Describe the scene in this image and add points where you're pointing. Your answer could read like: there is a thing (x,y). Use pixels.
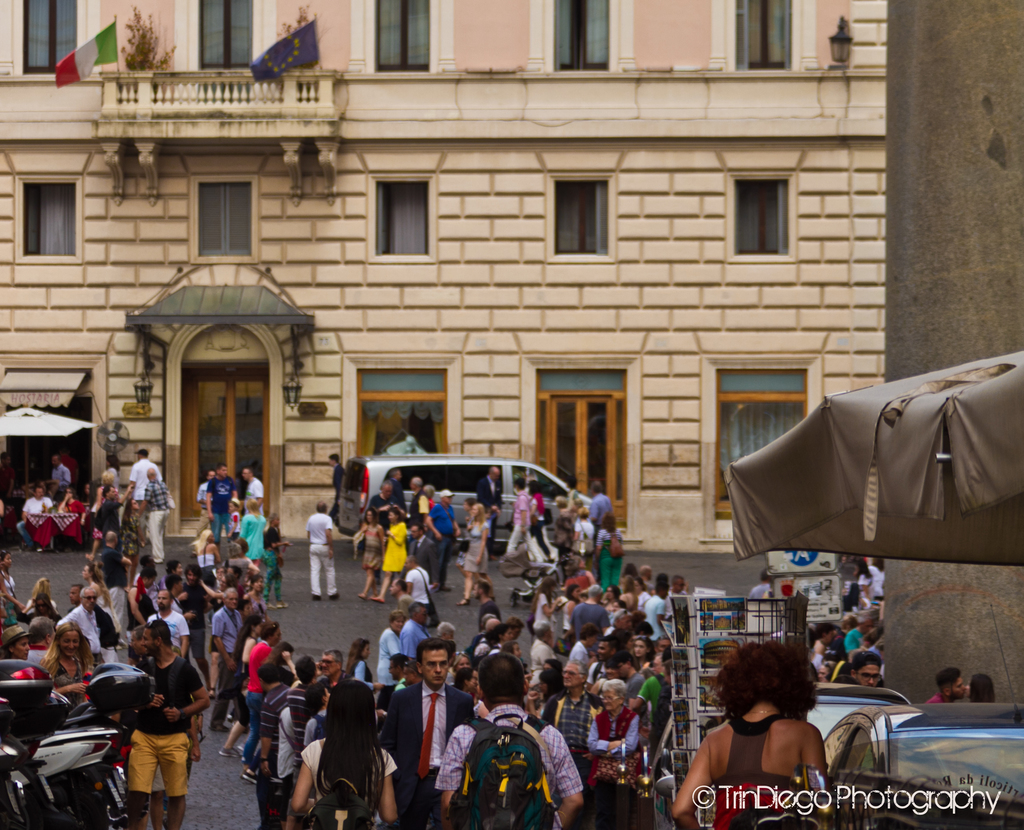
The picture is taken outside a city (719,604) on the streets (514,614). In the foreground of the picture (612,663) there are vehicles (980,762) and people (319,567) walking down the street (63,569). In the background (583,257) there is a building (239,418), to building (255,437) there are windows (434,426) and a door (255,432). On the right (953,467) there is a tent (824,474). On the left (38,430) there is a tent (53,425).
